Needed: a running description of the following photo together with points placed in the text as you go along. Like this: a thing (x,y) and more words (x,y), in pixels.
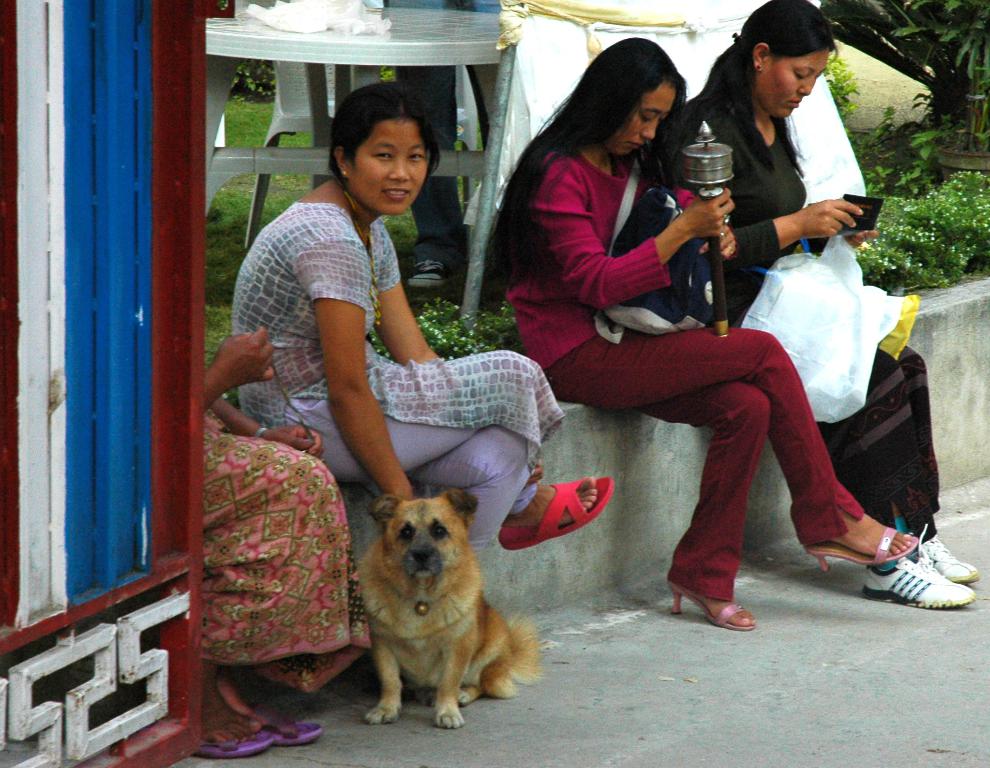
In this image I can see few women (312,256) sitting on the concrete wall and I can see a dog (458,595) which is brown, cream and black in color is sitting on the ground (534,691). In the background (437,17) I can see a person (464,251) standing, the white colored cloth (526,114), few plants (882,170) and a table (400,57), and on the table (411,28) I can see a white colored cloth (340,31).
